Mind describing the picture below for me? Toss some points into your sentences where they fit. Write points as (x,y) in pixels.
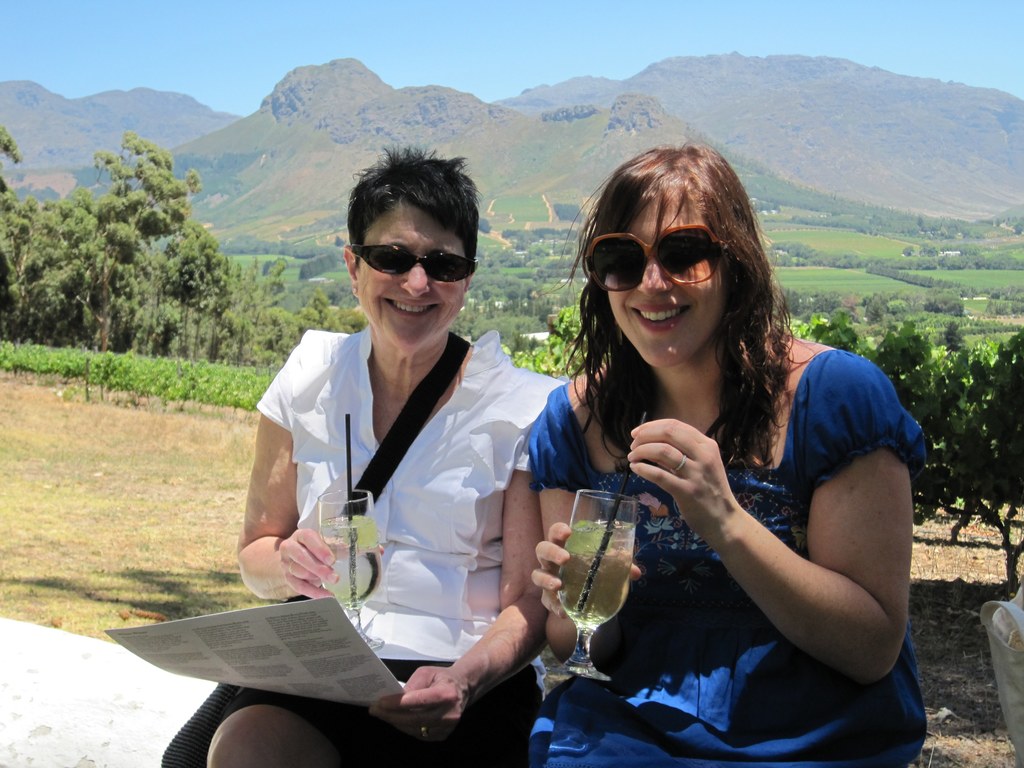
In this image there are two women (467,435) sitting. They are holding glasses (597,585) in their hands (554,569). They are wearing spectacles (627,267) and they are smiling. The woman (392,663) to the left (288,648) is holding a paper (288,648) in her hand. Behind them there are plants (112,360), trees (234,343) and grass (151,494) on the ground (124,510). In the background (423,133) there are mountains (775,116). At the top (470,19) there is the sky (479,12).
